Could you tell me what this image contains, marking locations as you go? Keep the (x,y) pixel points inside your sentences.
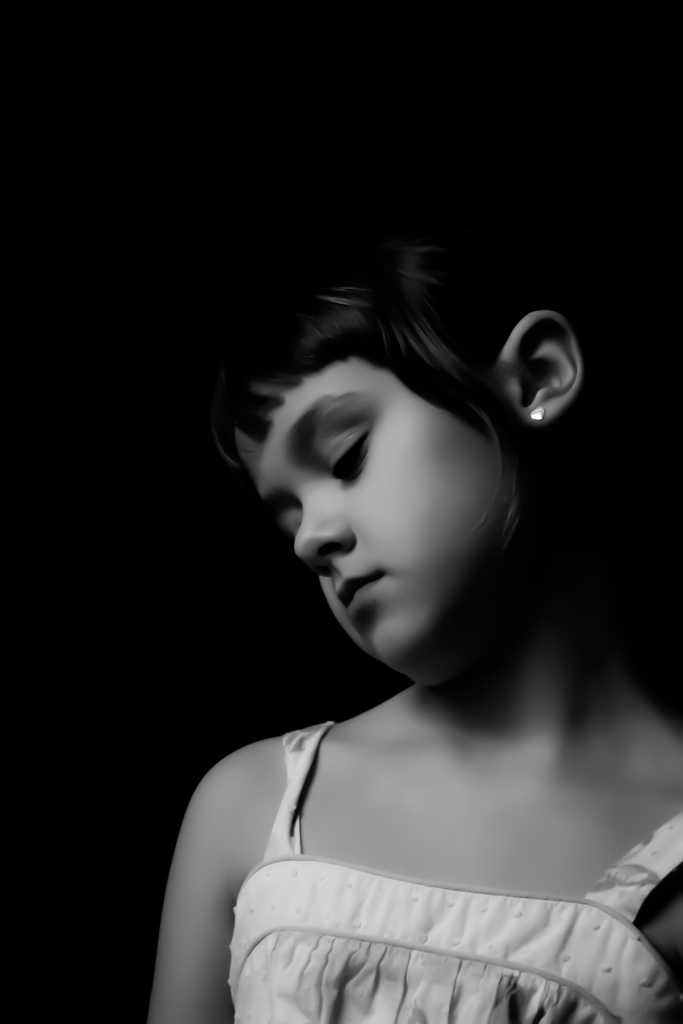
In this picture we can observe a girl (471,592). This is a black and white image. In the background (139,519) it is completely dark.
